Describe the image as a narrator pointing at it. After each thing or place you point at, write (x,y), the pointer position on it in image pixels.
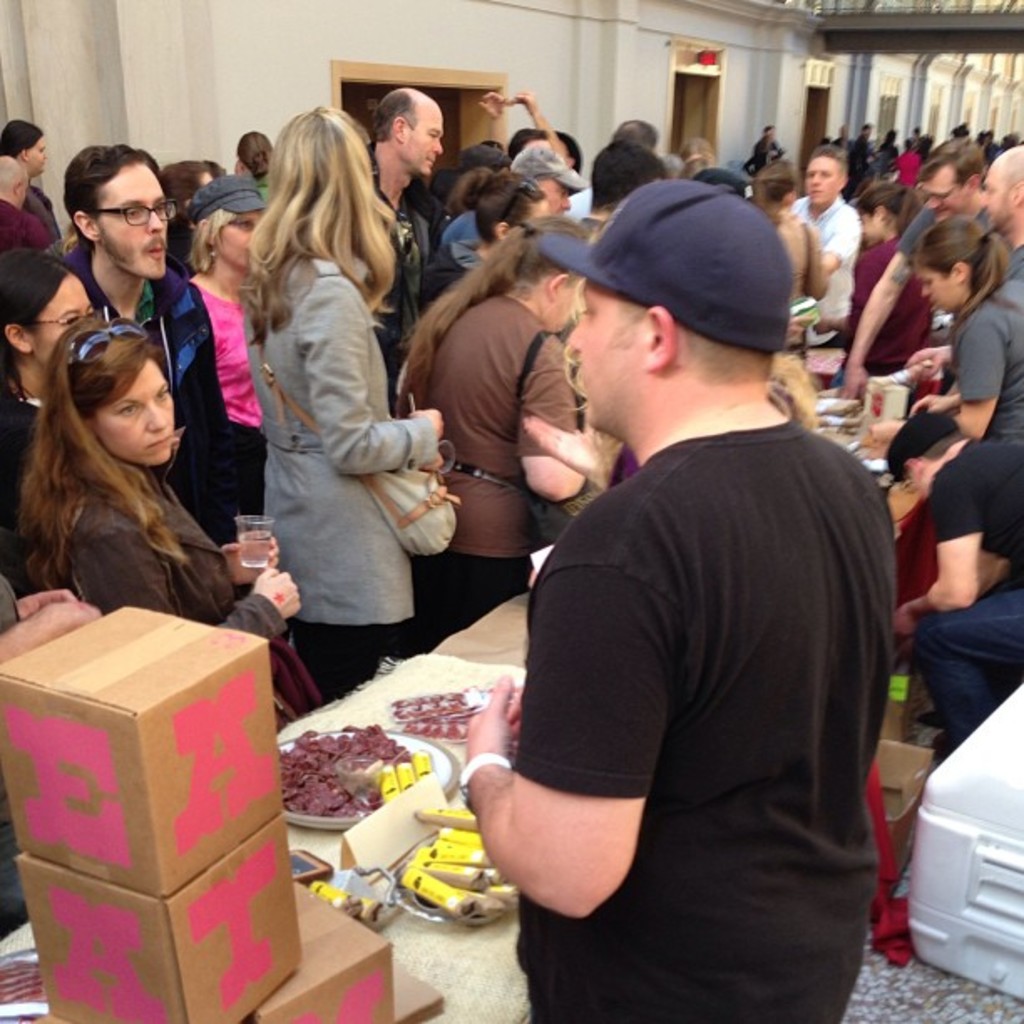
This is the picture of a place where we have some people (556,490) and to the side there is a table (470,952) on which there are some boxes (264,973) and some other things (354,918).
